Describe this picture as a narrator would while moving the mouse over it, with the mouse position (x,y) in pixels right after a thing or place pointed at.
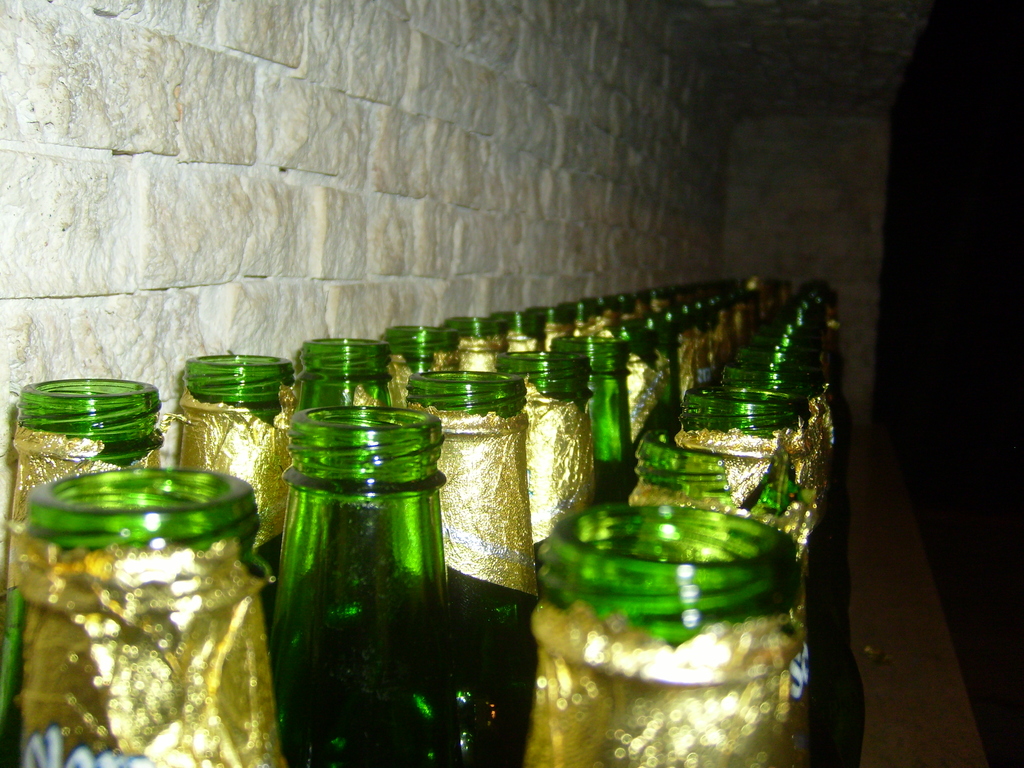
In this picture there are many bottles (599,416) which are green in color and has a golden label (181,573) on it. These bottles (209,607) are arranged in three rows. There is a wall (428,166).
